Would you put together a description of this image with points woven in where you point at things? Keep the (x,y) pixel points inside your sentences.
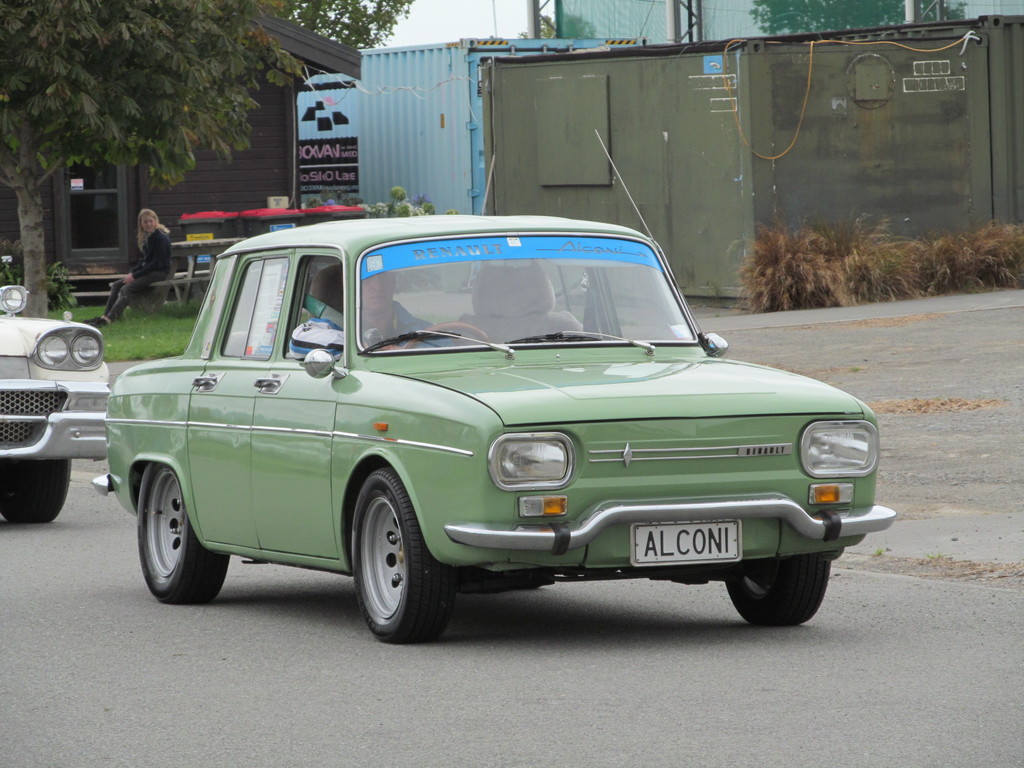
In the foreground of the picture (286,391) I can see a car (454,291) on the road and there is a man (373,277) in the car (373,277). There is another car (7,428) on the road (94,465) on the left side (62,354). In the background (225,122), I can see a house (228,189), containers (469,97) and trees (196,103). I can see a woman (147,252) sitting on the wooden bench (162,286) and she is on the left side (151,214).
